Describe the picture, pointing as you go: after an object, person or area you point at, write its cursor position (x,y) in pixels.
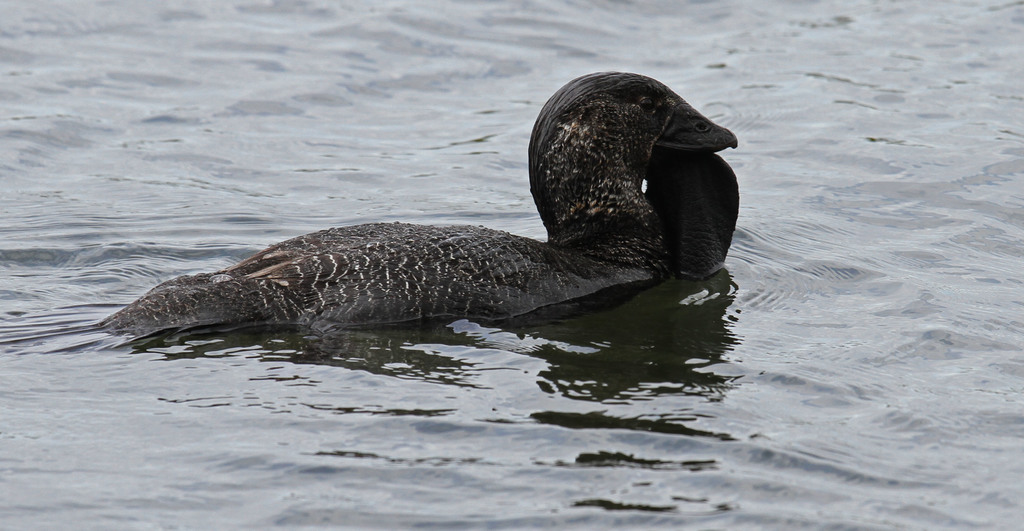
In this image we can see a black color bird (546,286) in the water (586,407).
